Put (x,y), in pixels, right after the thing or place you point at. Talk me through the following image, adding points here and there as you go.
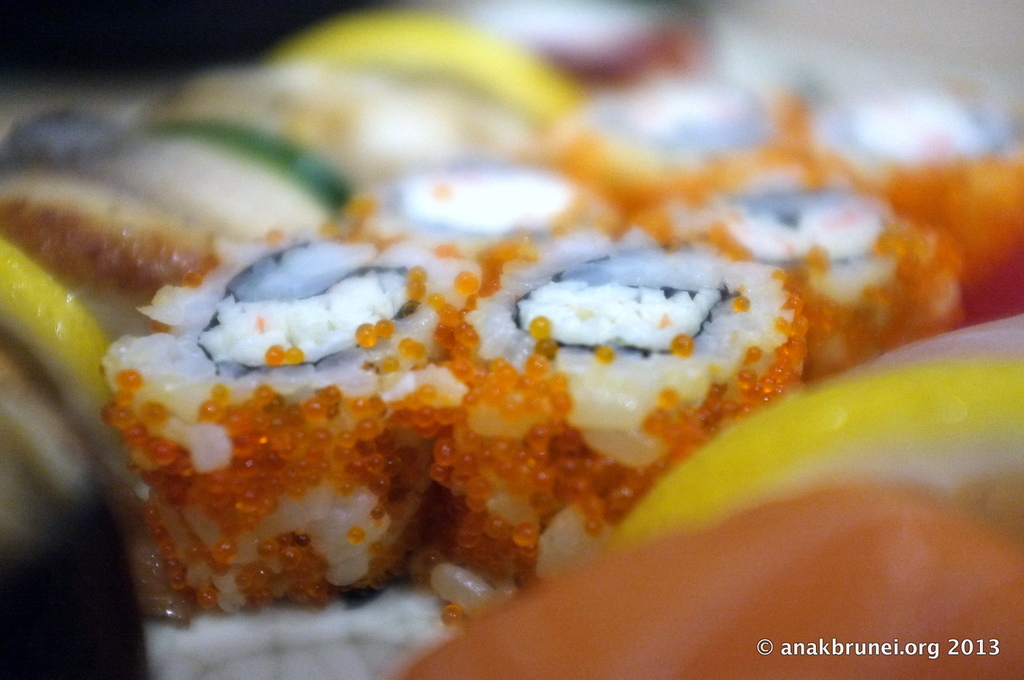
In this picture we can see food items (524,470) and there is a blur background (48,96).
